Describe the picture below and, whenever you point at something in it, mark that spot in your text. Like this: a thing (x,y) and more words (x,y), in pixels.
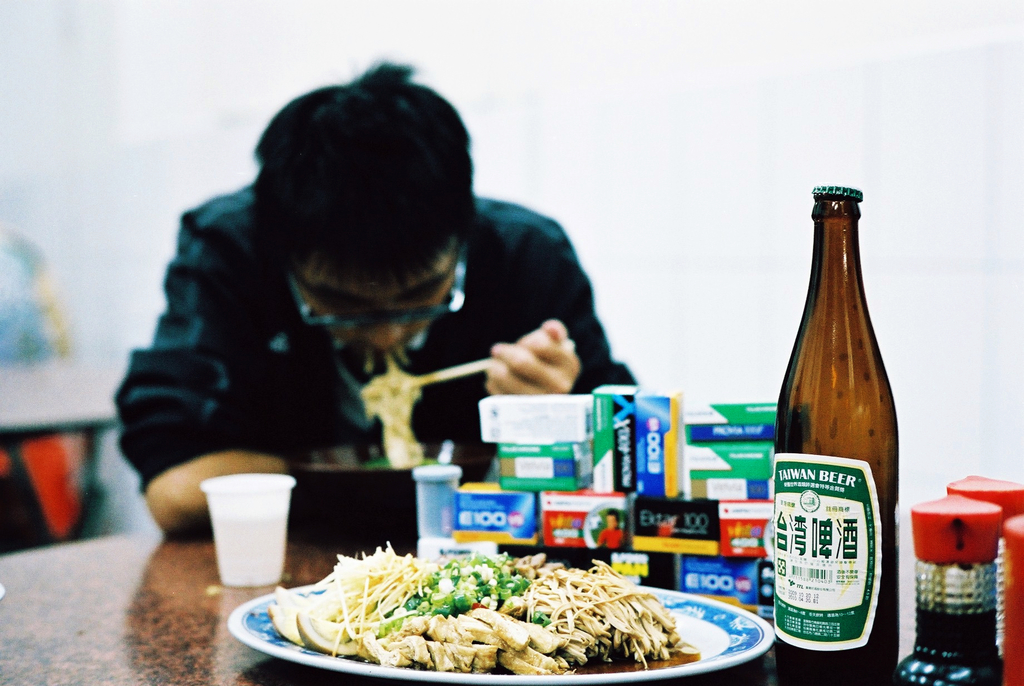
Here in this picture, in the front (163,661) we can see a table (163,661), on which we can see some food (455,613) present on plate (609,655) and we can also see a bottle (799,548) and we can see some boxes (662,558) and cups (285,500) present and we can see a person (364,319) eating something from the bowl (342,464) present in front of him and he is in blurry manner and we can see he is wearing spectacles (355,316).
